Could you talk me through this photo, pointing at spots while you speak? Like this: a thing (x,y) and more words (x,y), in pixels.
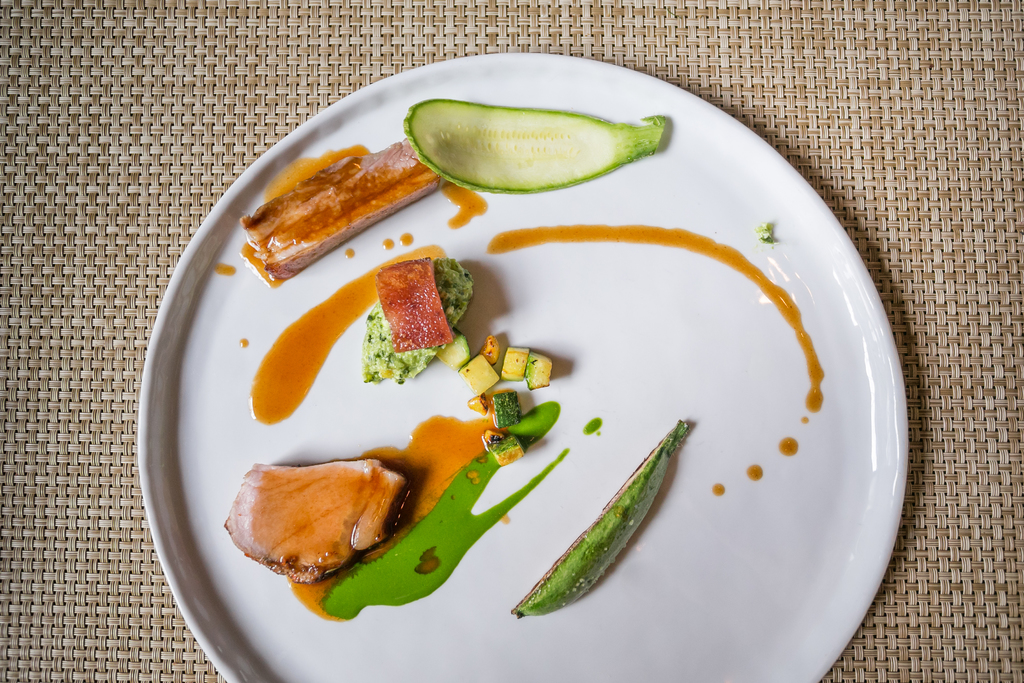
In this picture there is a food (375,477) on the white plate (648,337). At the bottom (74,500) there is a table mat (114,502).
